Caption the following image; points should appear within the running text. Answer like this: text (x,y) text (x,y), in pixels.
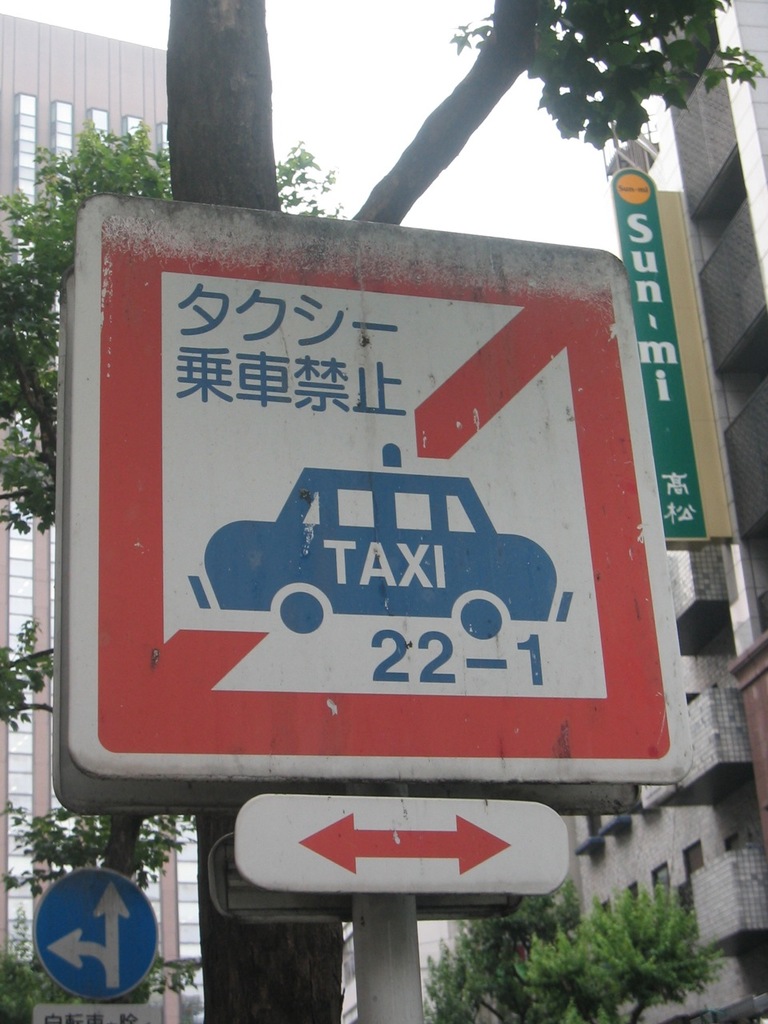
In this image we can see a pole (383,931) with sign boards (366,697). In the back (251,188) there is a tree (283,976). Also there is a sign board (99,943). In the background (499,1009) there are trees (649,937) and buildings (125,107). At the top (361,49) there is sky (361,49).
